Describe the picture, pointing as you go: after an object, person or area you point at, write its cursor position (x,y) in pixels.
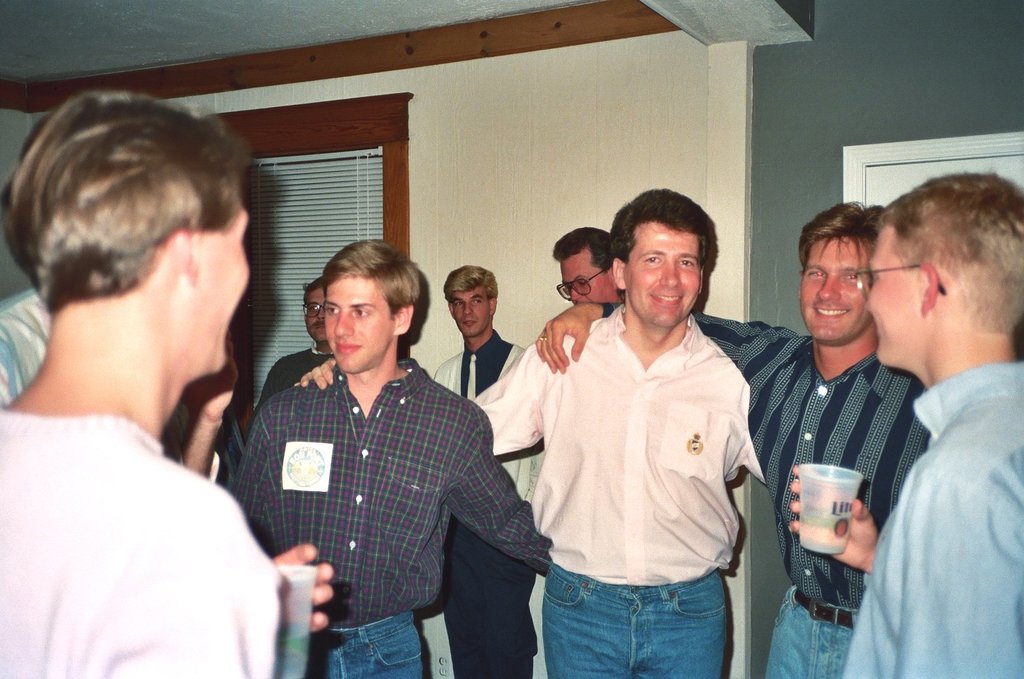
There are people (484,309) standing and these two people (171,674) holding glasses (838,493). In the background (315,95) we can see wall (646,150).
